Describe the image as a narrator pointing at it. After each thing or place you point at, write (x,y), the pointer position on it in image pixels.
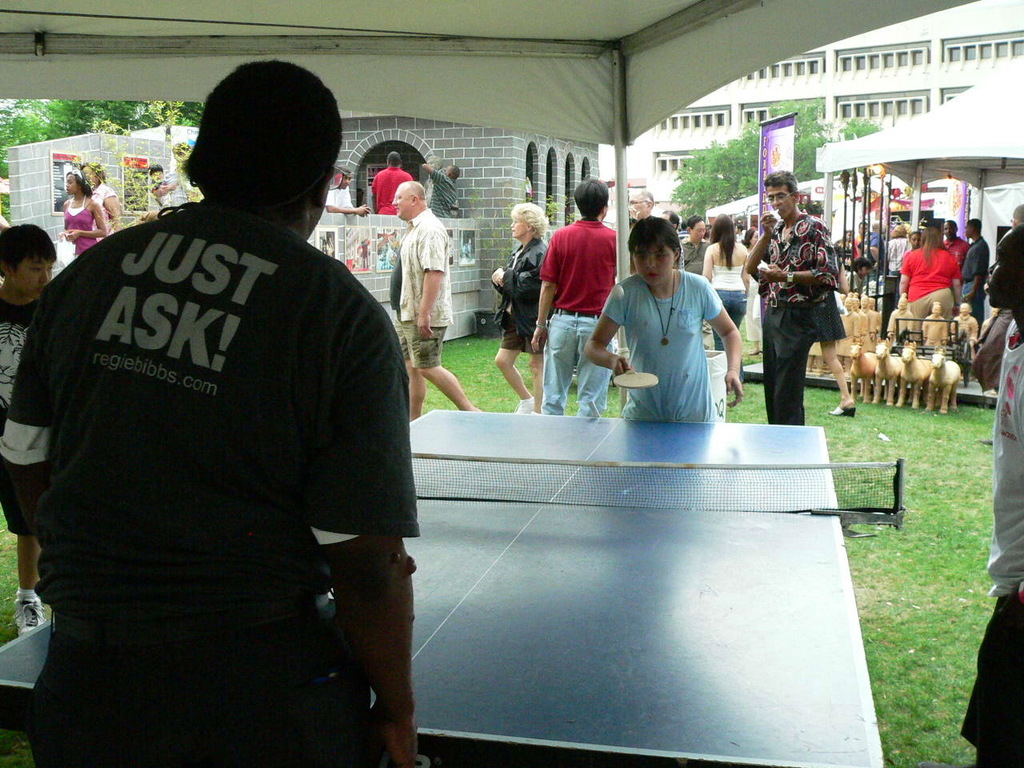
In front of the image there is a table (636,576) under the tent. In front of the table (697,435) there is a person (648,345) hitting the ball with the bat (632,382). Behind her there are a few other people (862,275) standing. At the bottom of the image (963,617) there is grass (935,559) on the surface (937,574). There are posters (474,260) attached to the wall (485,278). There are depictions (923,369) of horses (945,375) and people (968,328). In the background of the image (900,92) there are buildings (662,173), trees (818,131), tents (901,171), boards (958,183).
